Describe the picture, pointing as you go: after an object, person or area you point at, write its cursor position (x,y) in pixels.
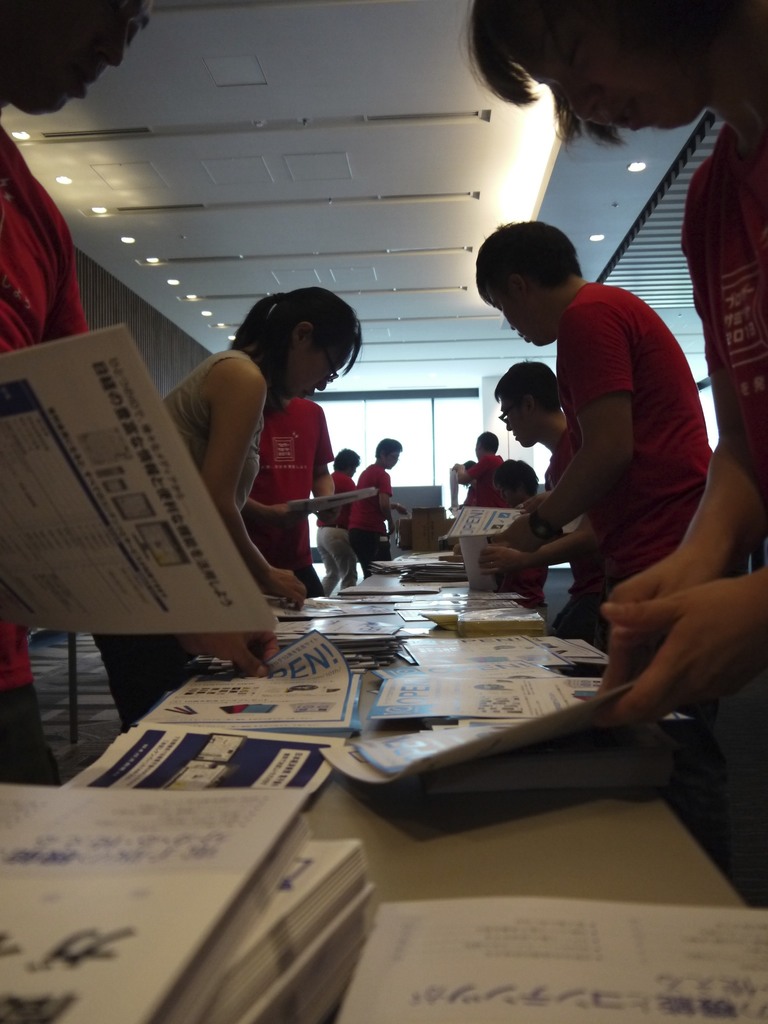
In this image I can see number of people (464,481) are standing and also all of them are holding papers (62,591). Here on these tables (443,859) I can see few more papers (308,792).
